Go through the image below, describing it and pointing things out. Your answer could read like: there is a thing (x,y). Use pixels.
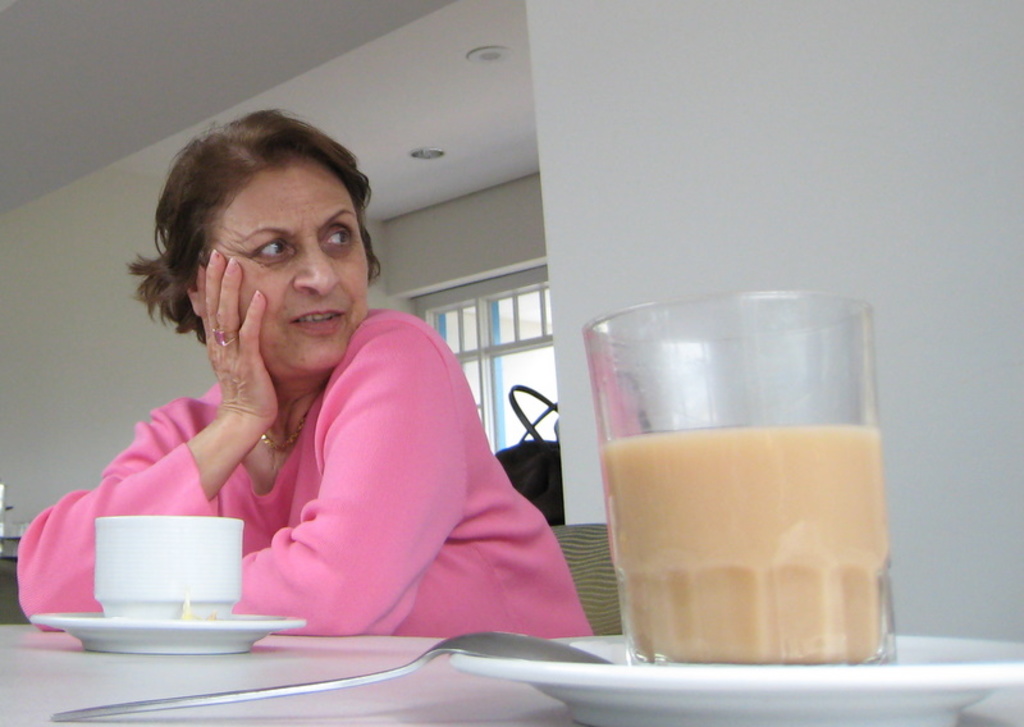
In this image we can see a woman (440,589) sitting beside a table (334,644) containing a glass (758,642), plate (581,693), spoon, and a cup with a saucer (212,635) on it. On the backside (508,388) we can see a wall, a bag (546,469) placed beside a window (508,410) and some ceiling lights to a roof (351,146).
